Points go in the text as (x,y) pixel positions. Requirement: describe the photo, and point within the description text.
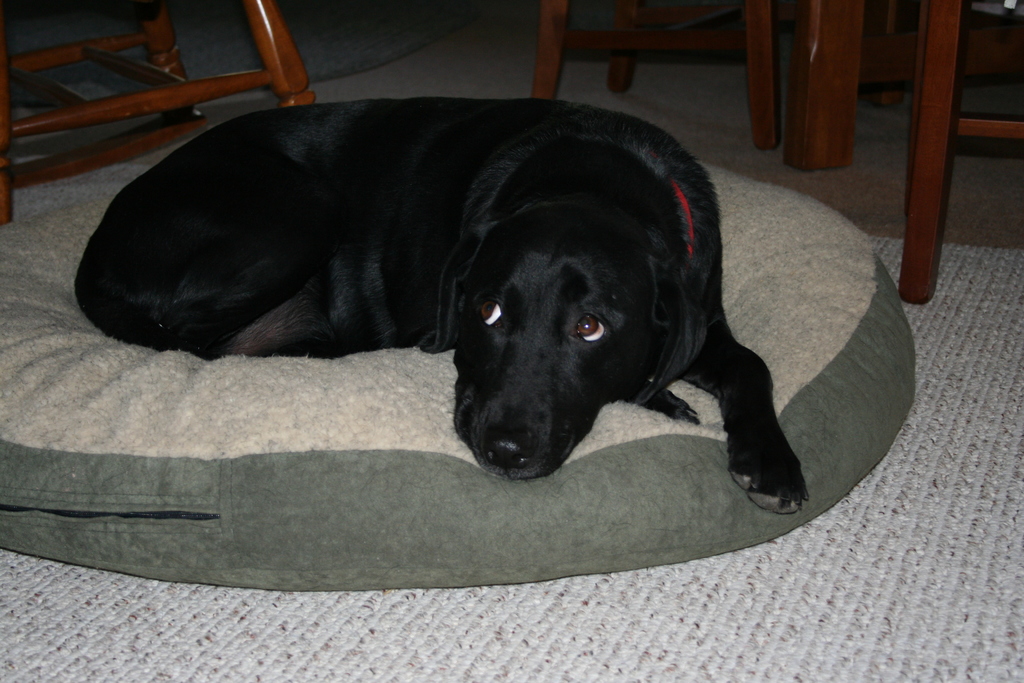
In this picture we can see black color dog (510,263) lying on dog bed (269,419) and aside to this we have chairs legs (921,88) and here we can see mattress (948,385).
